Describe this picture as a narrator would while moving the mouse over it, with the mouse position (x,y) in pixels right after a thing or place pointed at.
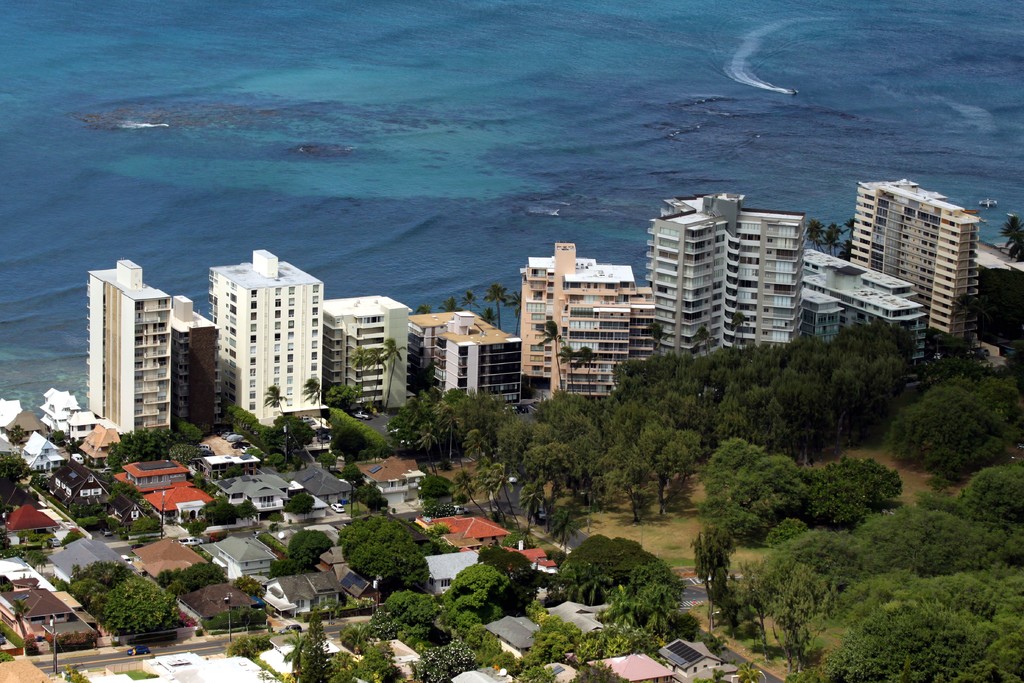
In this image, we can see some green color trees (647,431), there are some homes (244,561) and buildings (593,345), there is a sea (443,94) and there is water (443,94) in blue color.
